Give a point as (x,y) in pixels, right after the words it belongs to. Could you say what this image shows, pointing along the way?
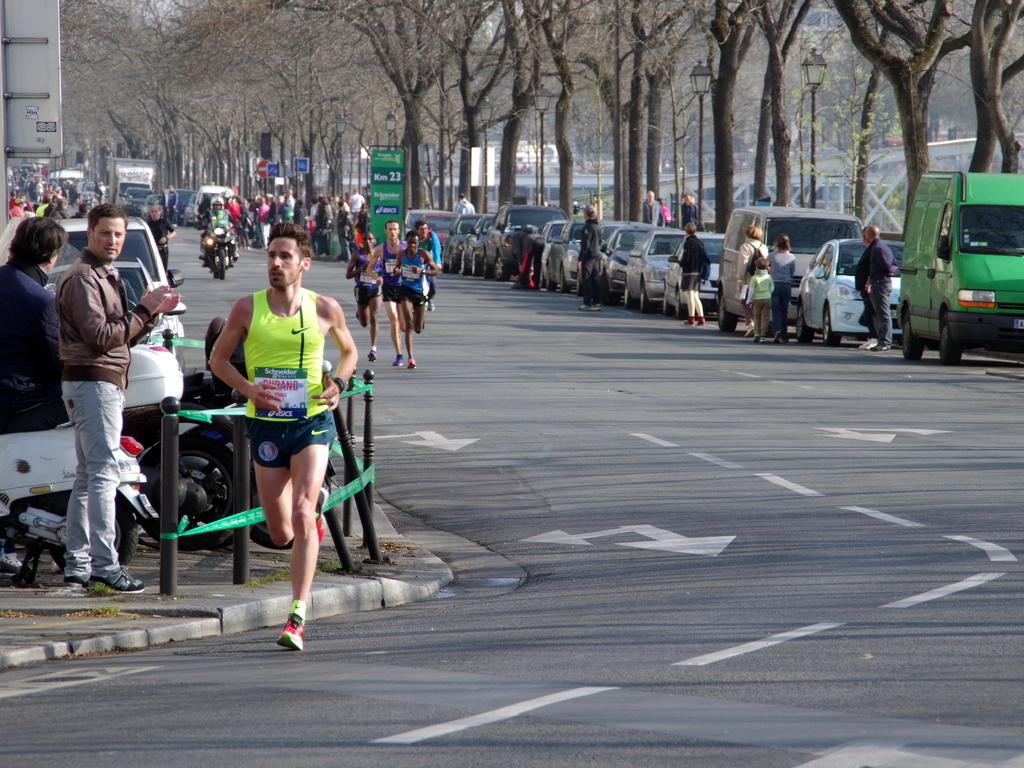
In this image I can see people (265,396) among them some are running on the road (415,435). In the background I can see vehicles (630,260), trees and fence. I can also see street lights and boards (399,219).
